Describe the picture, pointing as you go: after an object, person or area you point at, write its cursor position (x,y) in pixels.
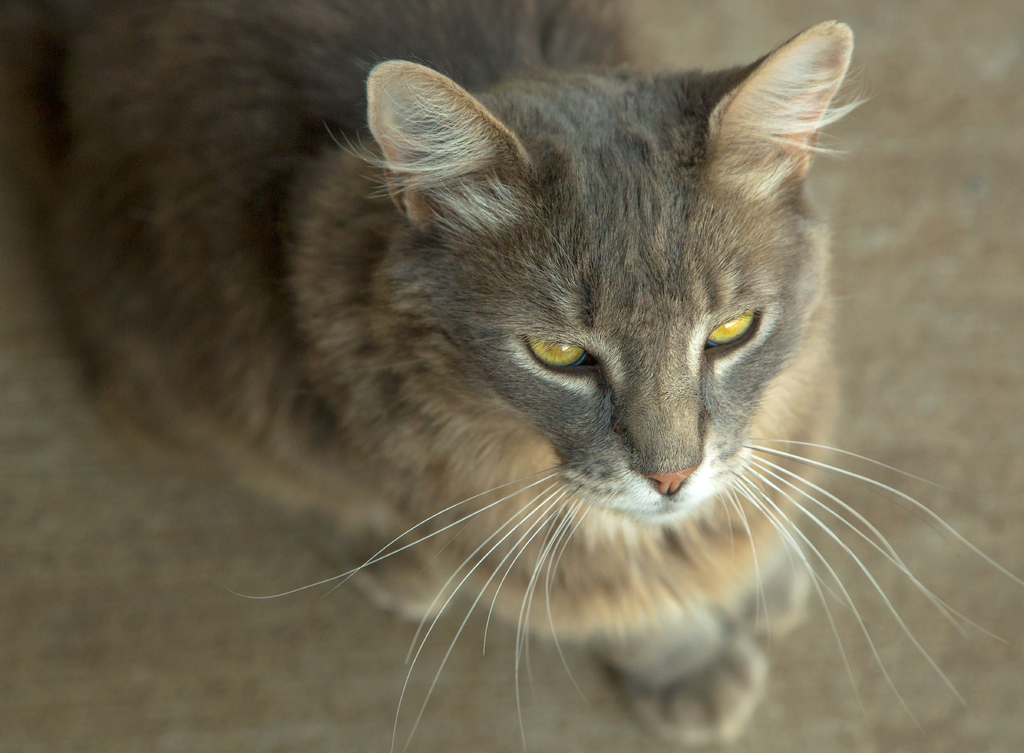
In this image we can see one cat (662,686) sitting on the surface (124,706).
